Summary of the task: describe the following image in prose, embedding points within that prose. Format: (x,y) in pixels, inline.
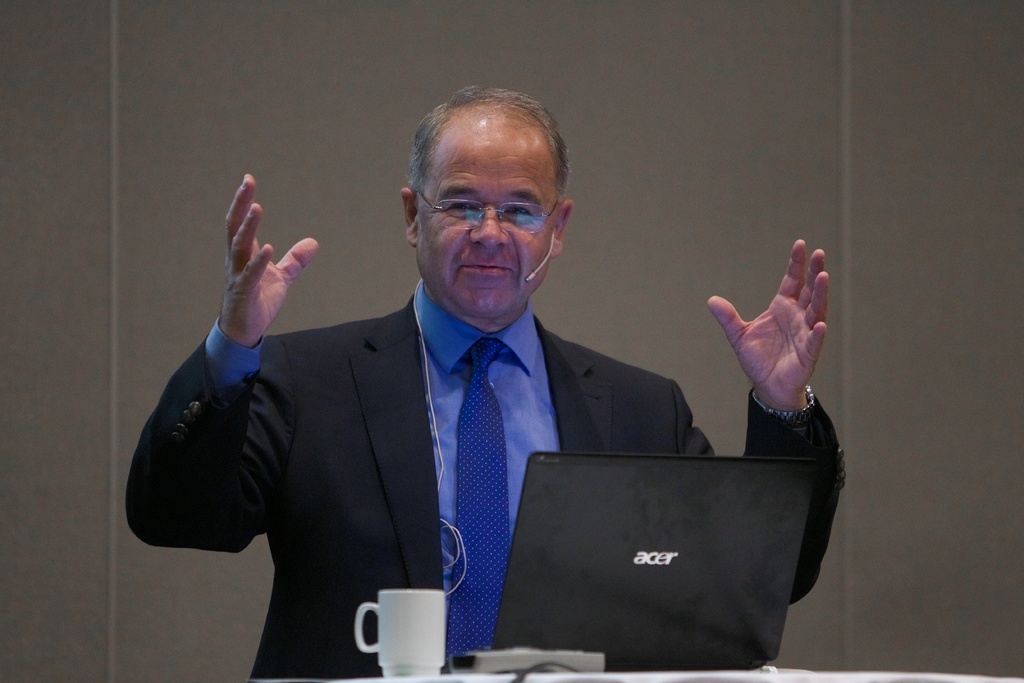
Middle of the image (529,393) we can see a person (416,342), laptop (650,532), remote (590,654) and coffee cup (424,629). Background of the image (974,532) there is a wall (162,222).
